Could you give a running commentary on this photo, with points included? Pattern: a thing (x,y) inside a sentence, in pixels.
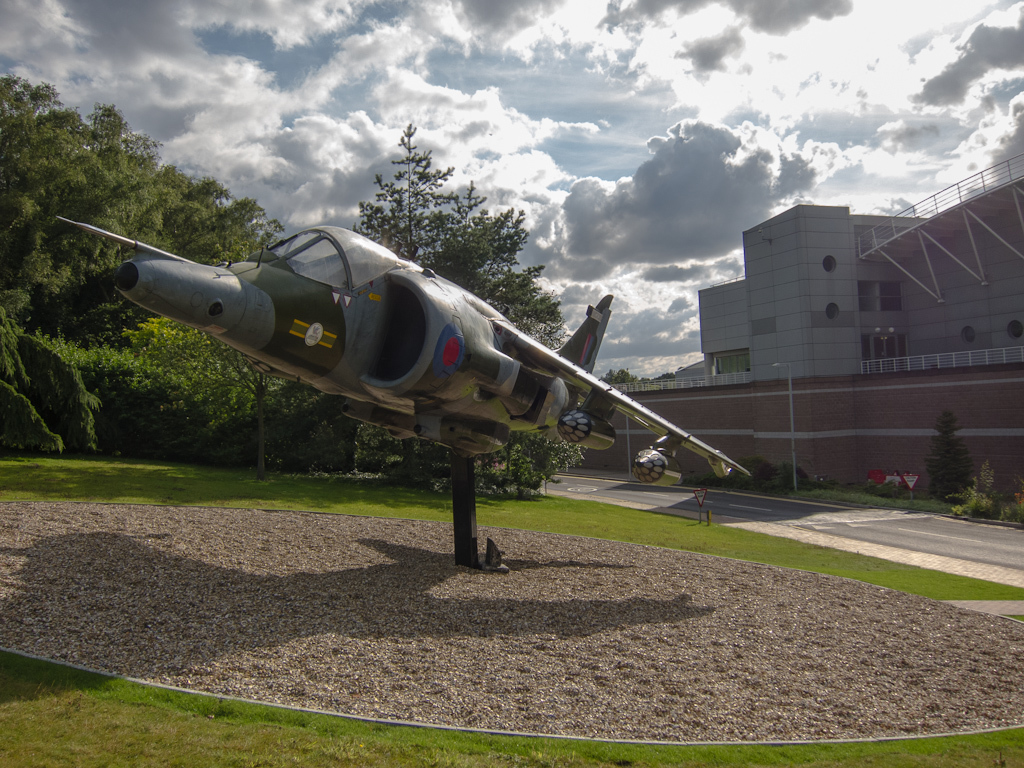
In the center of the image (462,399), we can see airplane (372,364) and in the background (447,258), there are trees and we can see a building (805,389). At the bottom (518,625), there is ground (693,579) and at the top (401,63), there are clouds (492,88) in the sky (516,116).
